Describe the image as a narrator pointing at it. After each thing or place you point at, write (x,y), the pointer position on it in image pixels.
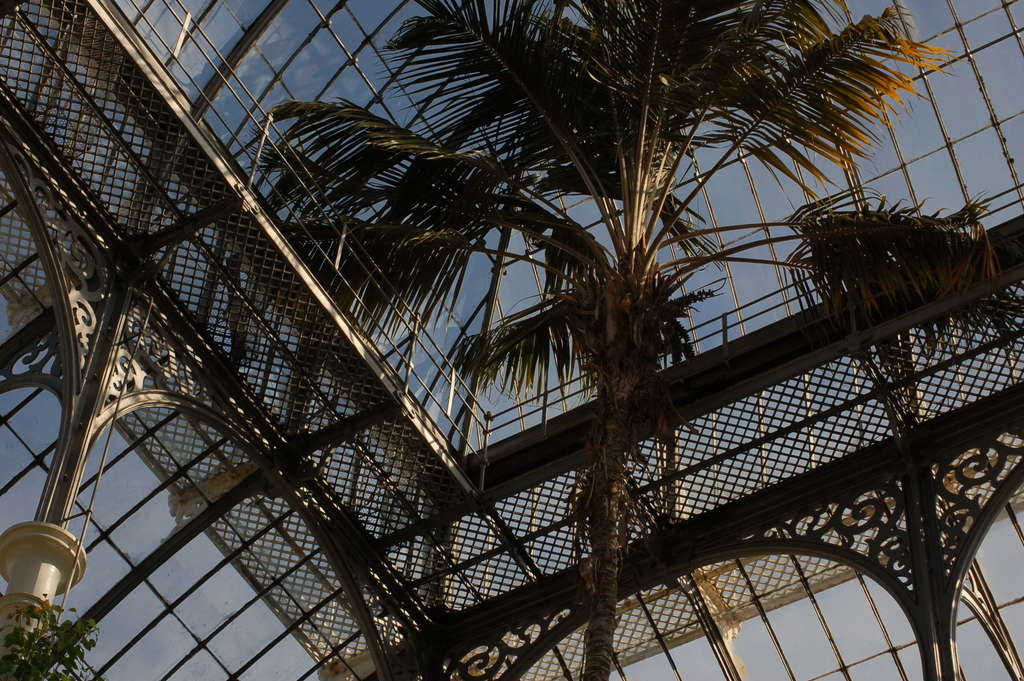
In this image we can see a tree (636,412), railing (924,388) and other objects (727,500). In the background of the image (42,435) there is the sky (42,435).
